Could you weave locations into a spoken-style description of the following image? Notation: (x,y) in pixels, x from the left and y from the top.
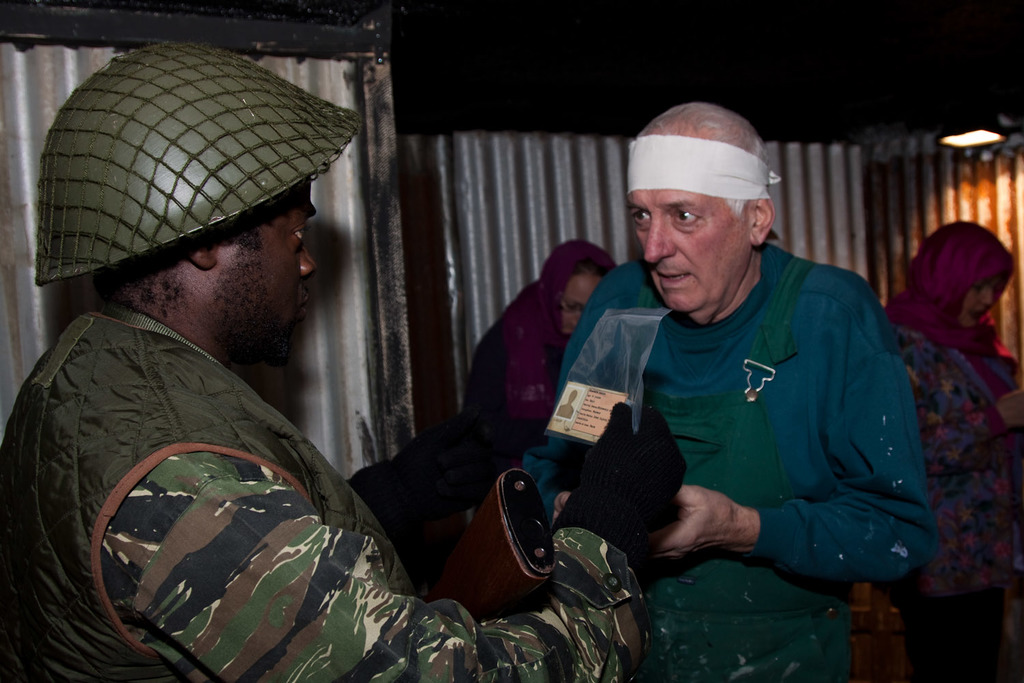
In this image I can see a person (151,272) wearing uniform (264,524) is standing and holding a paper (589,402) in his hand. I can see another person (745,443) wearing green colored dress (767,448) is standing in front of him. I can see few persons (919,317) standing, a light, few metal sheets (844,223) and the dark sky (503,59) in the background (627,43).
